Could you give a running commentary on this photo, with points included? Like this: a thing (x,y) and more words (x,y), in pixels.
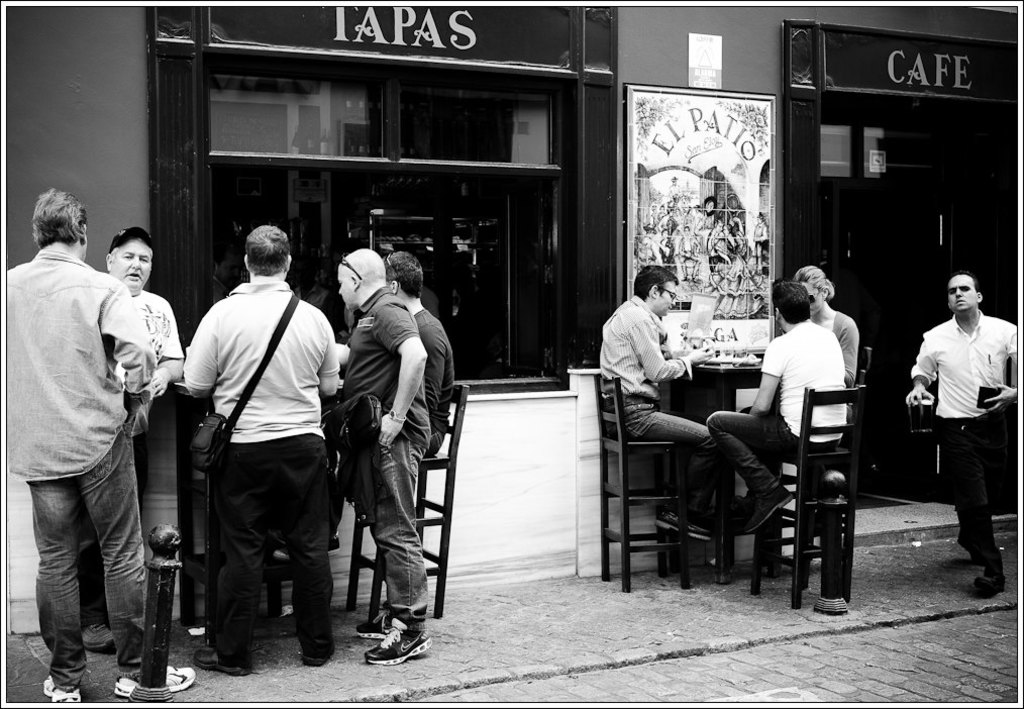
There are tables (687,398) and chairs (776,456). Some people (729,437) are sitting on chairs (806,417). Some people (93,389) are standing. Also some are holding bags (208,452). Person (968,458) on the right (968,419) is holding glasses (921,418) and walking. In the back (419,113) there is a building (362,74) with windows (488,91) and something written on that. Also there is a board (691,127) on the wall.
